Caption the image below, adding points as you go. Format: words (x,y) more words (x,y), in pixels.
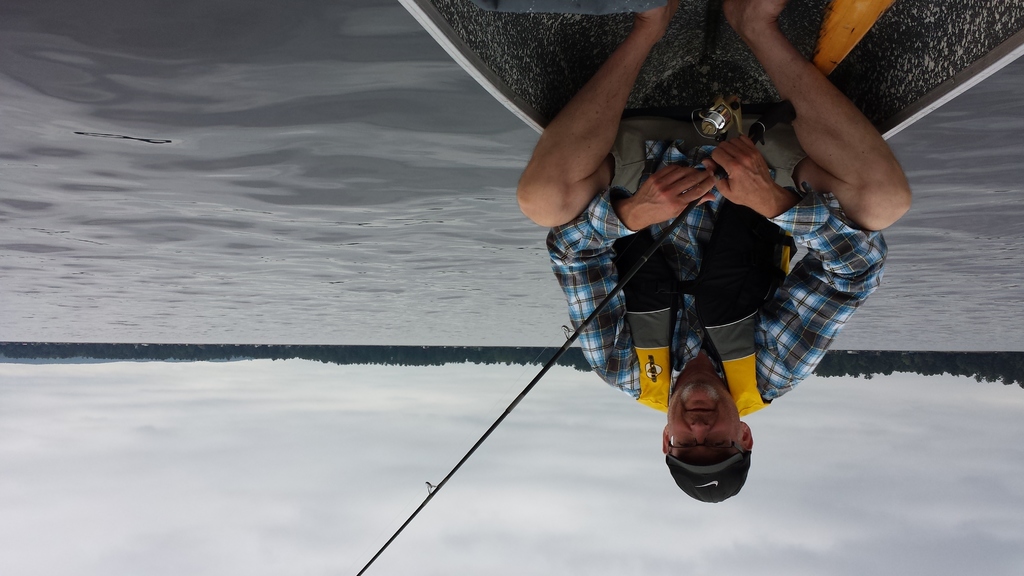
It is an inverted image, there is a man (653,270) sitting in the boat (559,94) which is sailing on the water surface (347,236) and in the background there are trees (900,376).
